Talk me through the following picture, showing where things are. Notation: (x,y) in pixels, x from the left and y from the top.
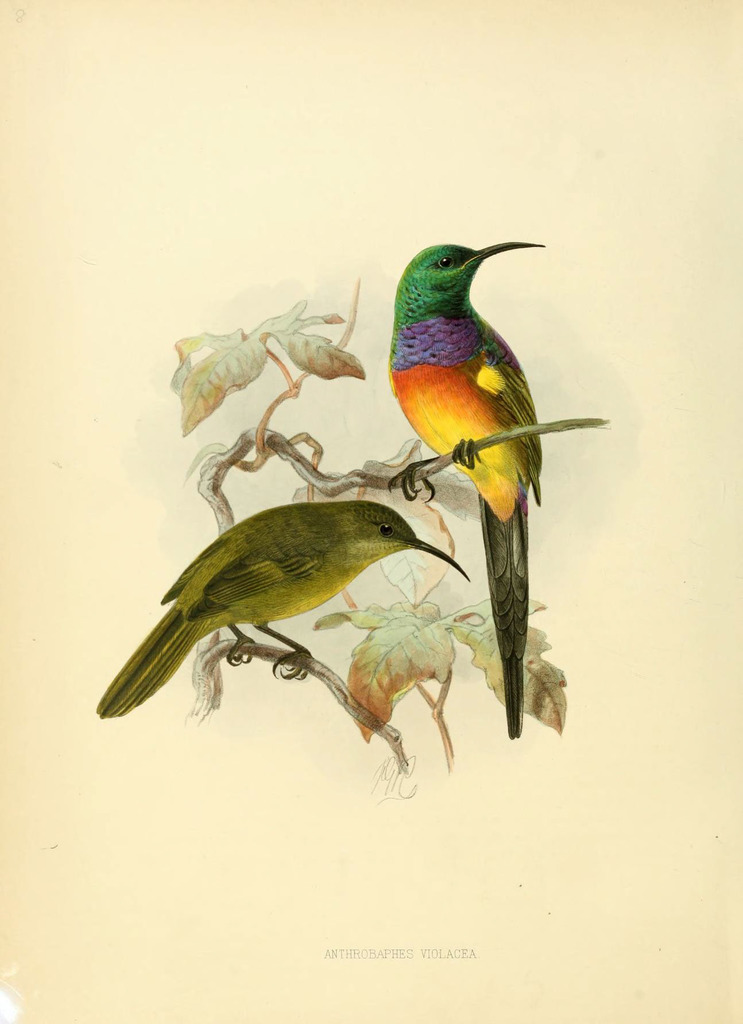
In this image there is a drawing (501,770), in that drawing (325,752) there are two birds (305,589) standing on a branch (303,435) to that branch (239,442) there are leaves (410,652), at the bottom (413,948) there is text (416,952).
